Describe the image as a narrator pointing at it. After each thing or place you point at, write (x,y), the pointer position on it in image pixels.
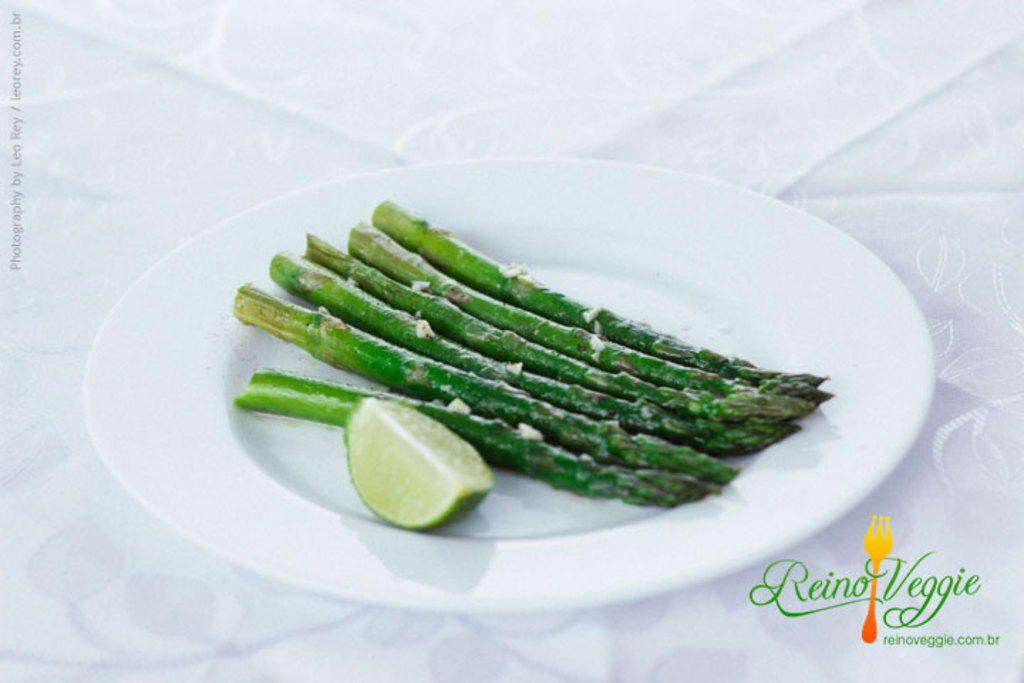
In the picture I can see some green color sticks (346,403) and a slice of lemon (392,471) are kept on the white color plate (265,450) which is placed on the white color surface (125,611). Here I can see watermark (16,53) at the left corner of the image (18,37) and at the bottom right side of the image (845,578).
